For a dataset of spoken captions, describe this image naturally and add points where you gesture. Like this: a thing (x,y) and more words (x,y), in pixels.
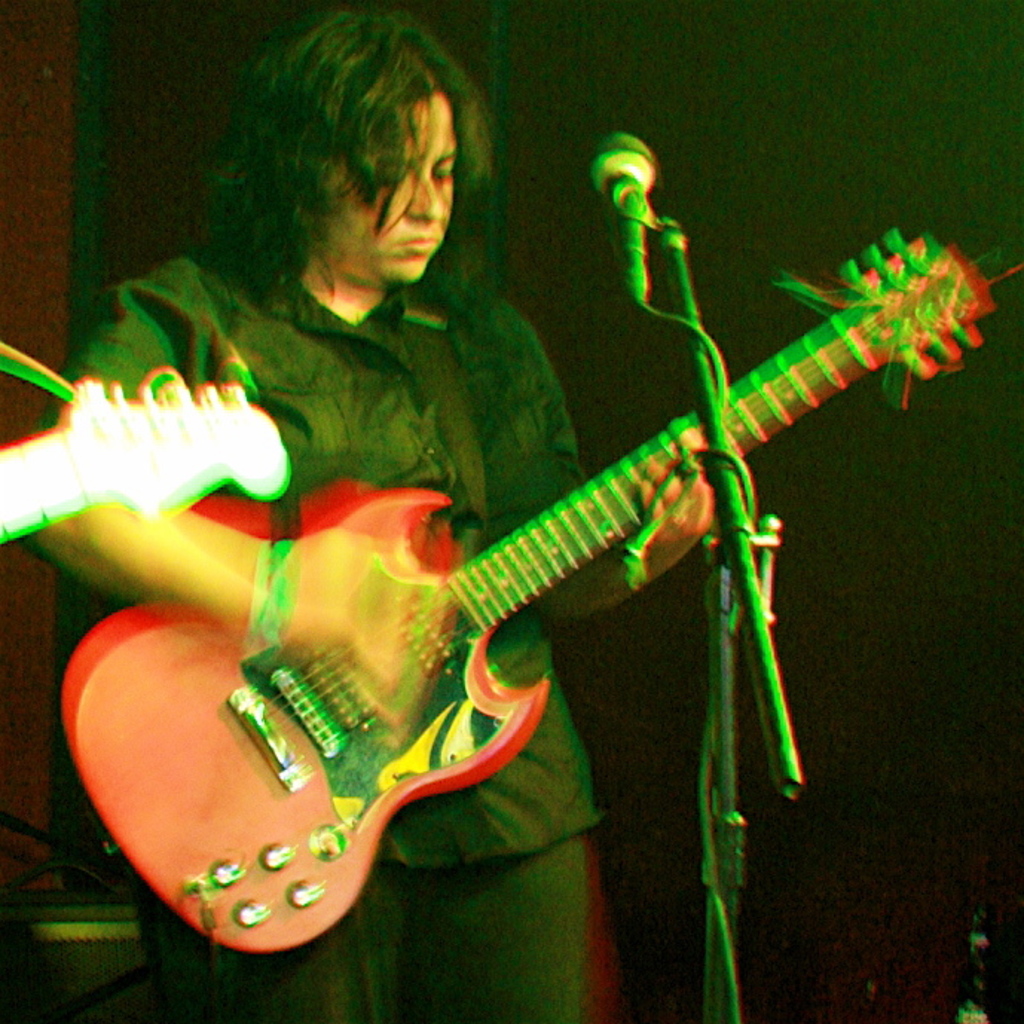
This is a person (519,844) standing and playing guitar (439,635). Here is the mic (652,191) attached to the mike stand (709,910). At the left side of the image (76,455), I can see another guitar (70,426). Here is an object (84,905). The background (502,67) looks dark.
